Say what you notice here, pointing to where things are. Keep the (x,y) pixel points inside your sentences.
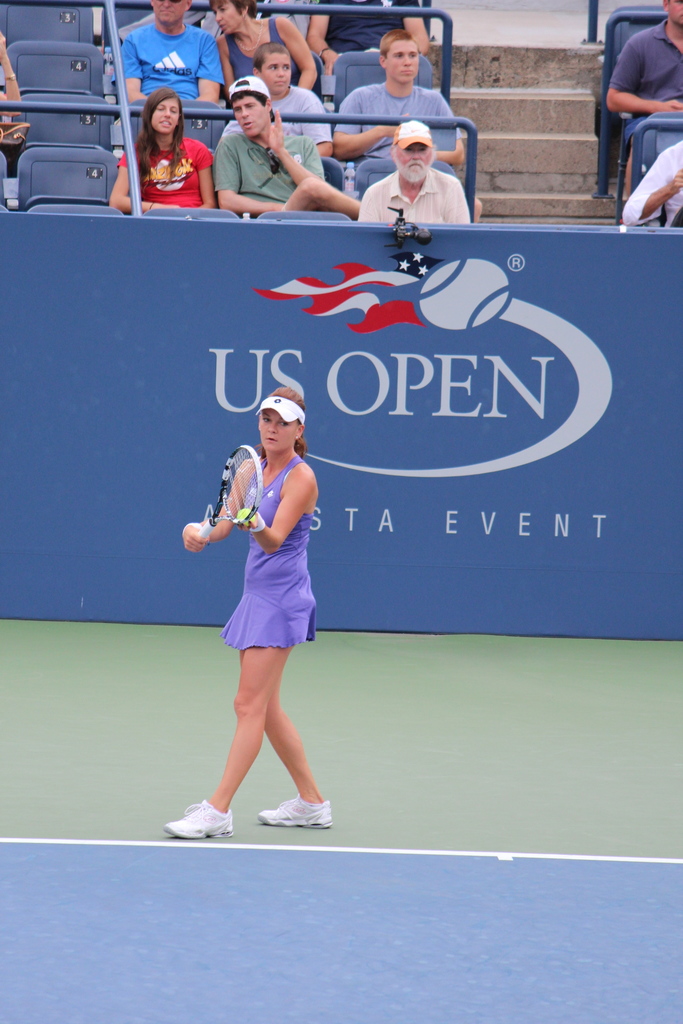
In the picture we can see a woman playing a tennis with the tennis racket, in the background (669,112) we can find some people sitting and watching her.
